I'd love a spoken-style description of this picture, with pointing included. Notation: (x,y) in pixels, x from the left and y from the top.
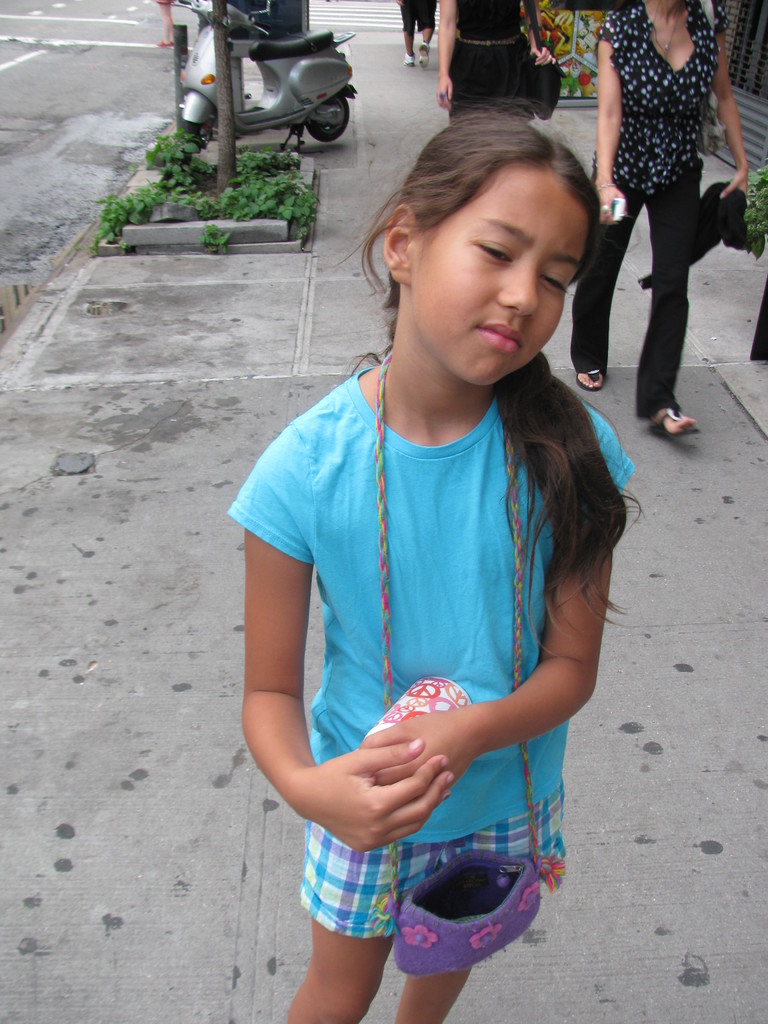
A girl (428,458) with long hair (446,160) wearing a blue t-shirt (399,485) and a short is standing on a street (75,42). Holding a object (408,697) in her hand (399,746). Behind her the other two persons (523,81) are walking. We can even see grass (177,180) road (131,18) and scooter (270,87) in the picture.
